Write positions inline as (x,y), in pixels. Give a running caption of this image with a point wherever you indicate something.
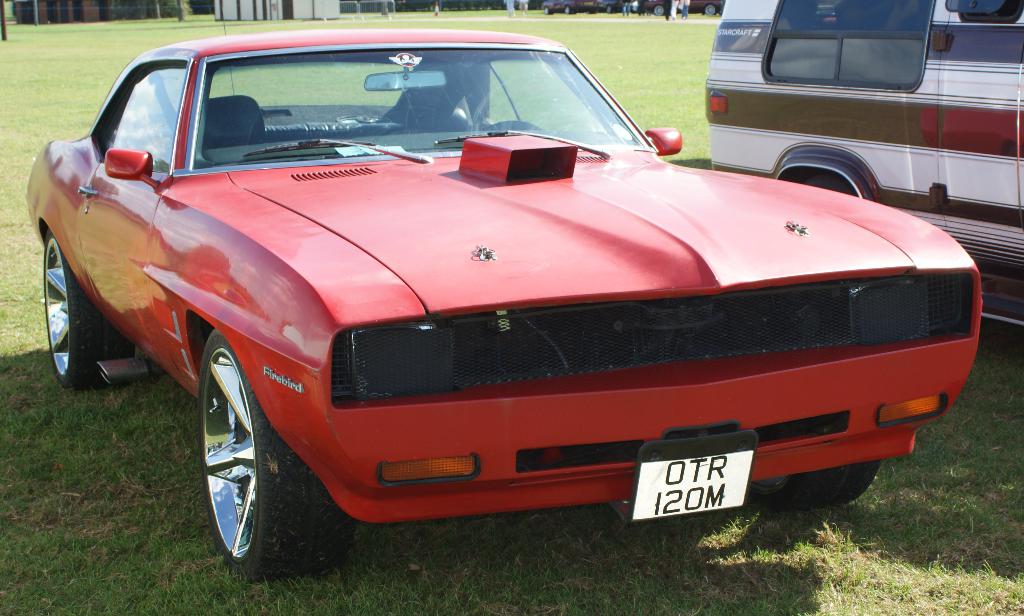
In this image in the center (609,349) there is one car (271,199), and on the right side (749,131) there is another vehicle (884,157). At the bottom (610,564) there is grass (36,66) and in the background (101,14) there are some vehicles (657,6), some persons (670,6) and buildings (72,6).
